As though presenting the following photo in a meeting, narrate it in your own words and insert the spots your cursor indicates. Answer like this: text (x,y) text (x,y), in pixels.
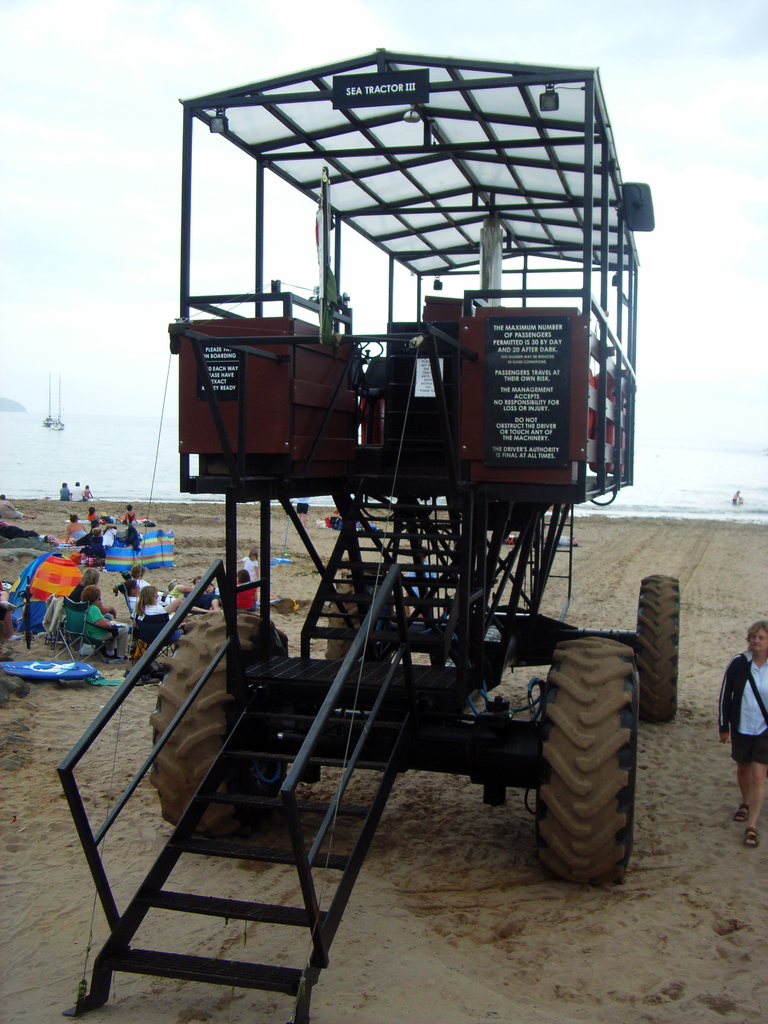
In this image we can see a vehicle (571,679) and there are people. We can see tents (68,564) and there is a surfing board (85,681). In the background (114,463) there is water (86,445) and we can see boats (58,415) on the water (176,477). At the top (86,37) there is sky (710,224).
